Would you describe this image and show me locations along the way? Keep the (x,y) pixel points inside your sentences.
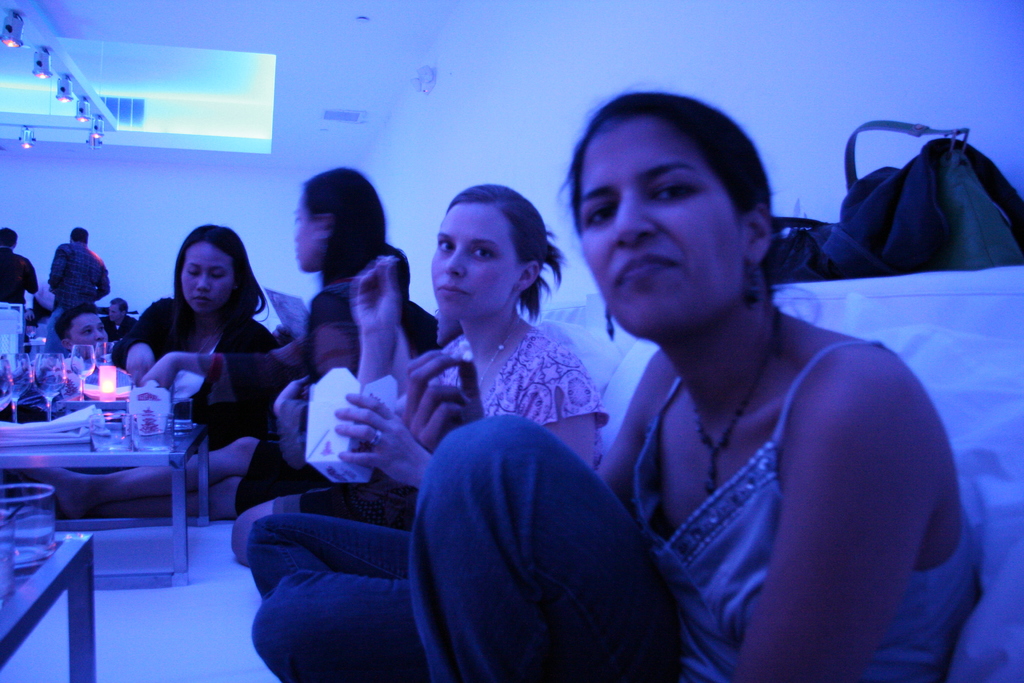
In the image there are girls (656,507) sat on sofa (944,381) and in front of them there is a small table (109,443) with food (138,399) and glasses (26,387) on it and over the ceiling (260,126) there are lights (94,132).
